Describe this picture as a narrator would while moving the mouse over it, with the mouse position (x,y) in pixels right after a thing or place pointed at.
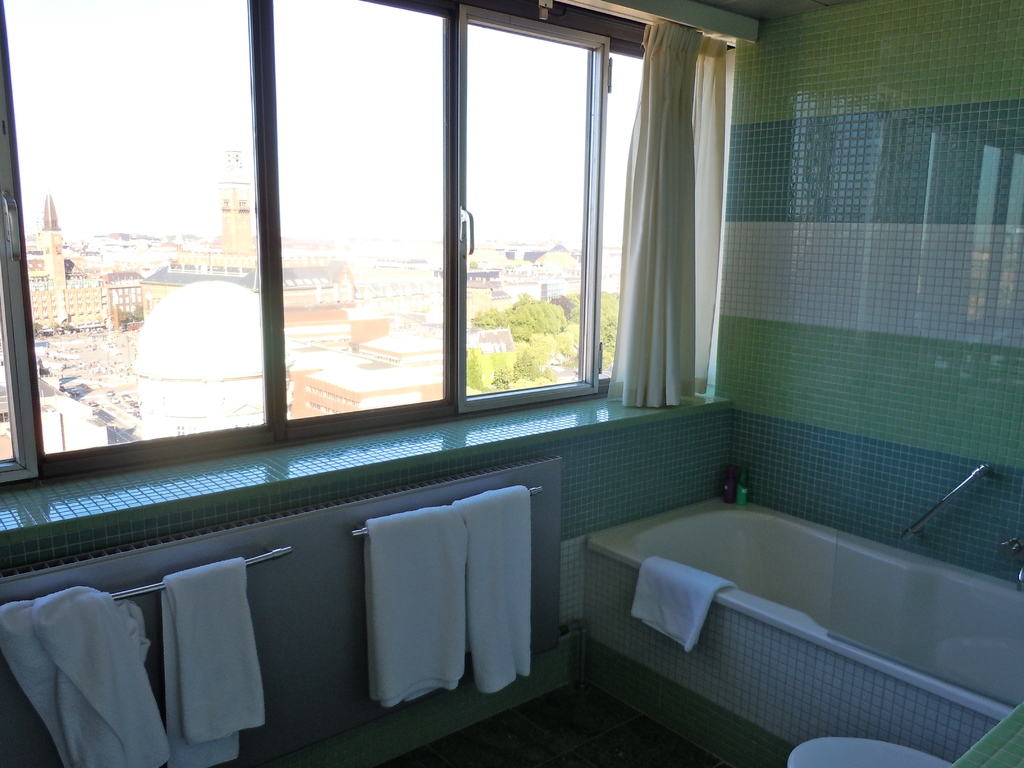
In this image there is a bathroom (415,601), there is a bathing tub (810,537), there is a wall (845,168) truncated towards the right of the image (878,222), there are towels (486,592), there are windows (502,191), there are curtains (678,172), there are buildings (151,300), there are trees (544,328), there is the sky (243,128).
